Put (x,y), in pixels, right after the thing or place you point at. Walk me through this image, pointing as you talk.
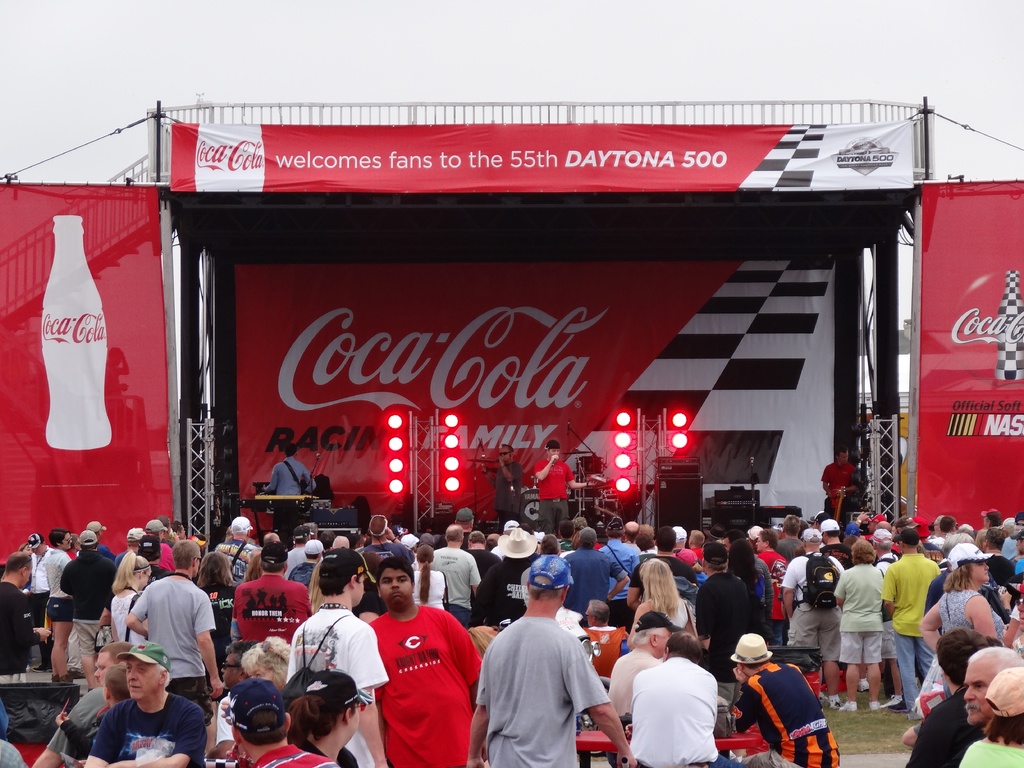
In the image we can see there are many people (543,636) around, standing, wearing clothes (546,650) and some of them are wearing a cap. Here we can see lights (394,484), musical instruments (575,477) and microphones (754,473). Here we can see posters (756,356) and text (370,363) on it. Here we can see fence (391,117), grass (873,724), table (745,741) and a sky (261,52).
